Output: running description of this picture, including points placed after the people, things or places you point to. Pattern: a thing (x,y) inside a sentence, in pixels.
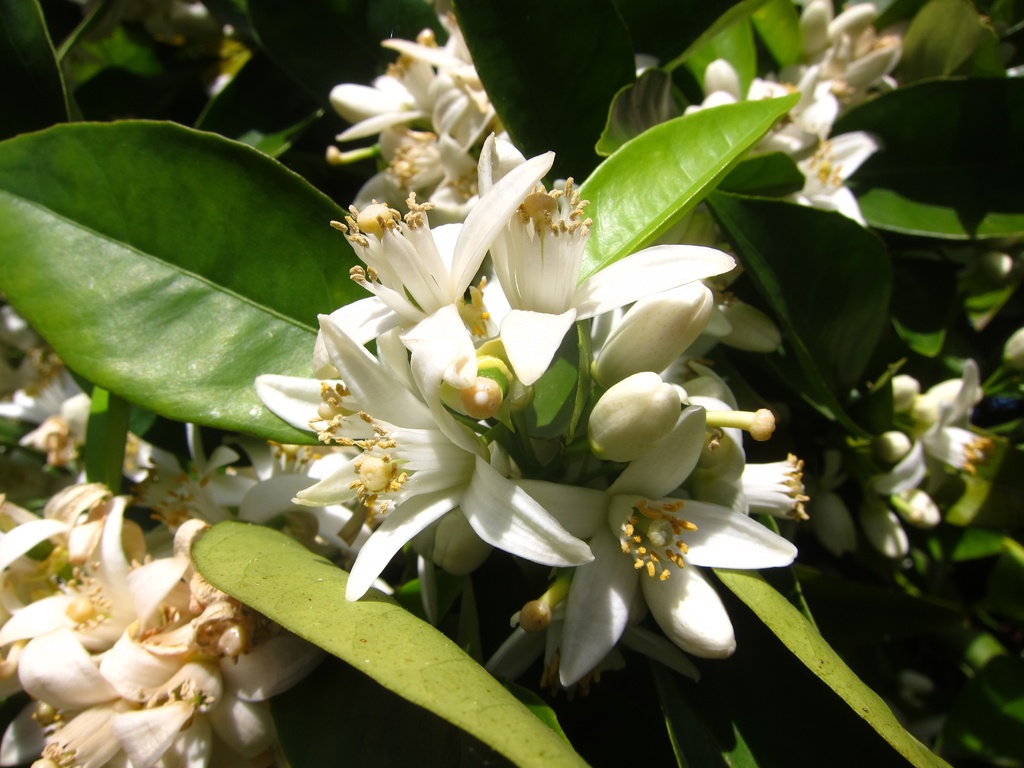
In this image I can see the white color flowers (395,332) to the plant (103,154).
